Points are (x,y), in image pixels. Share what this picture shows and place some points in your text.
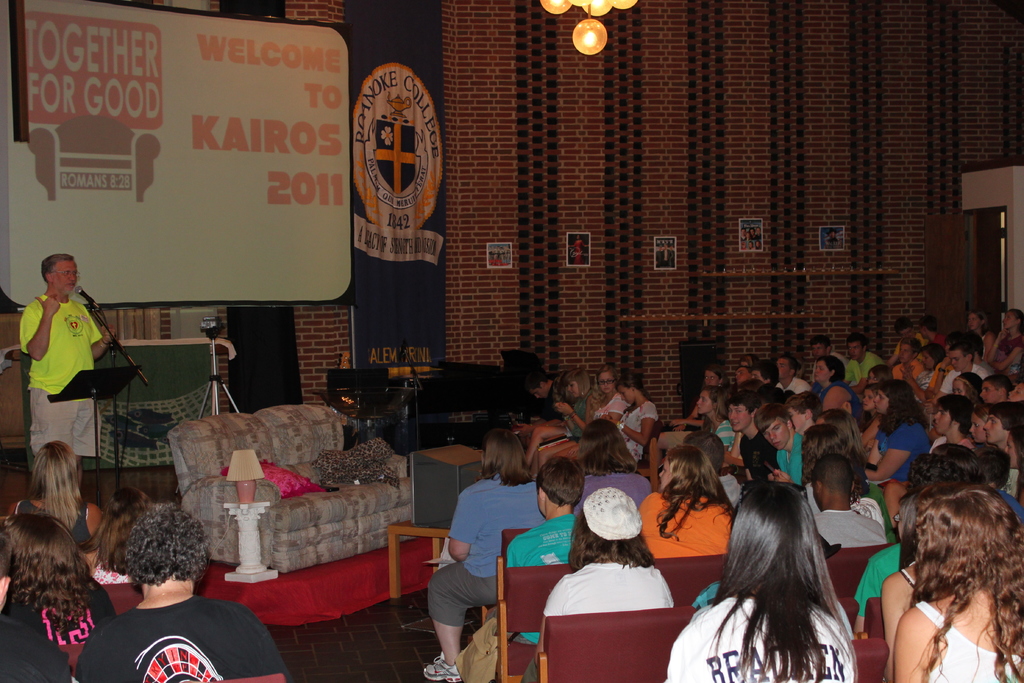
In this picture, we see many people (724,527) are sitting on the chairs (687,574). The man (70,314) on the left side (81,322) is standing. In front of him, we see a stand (96,383) and a microphone (93,302). He is talking on the microphone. Beside him, we see a camera stand (215,372) and a sofa (356,503) on which pillow (312,483) is placed. Beside that, we see a lamp (236,471). Behind him, we see a sheet (158,369) in green color, speaker box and a board (127,184) in white color with some text (253,137) written on it. Beside that, we see a blue banner (403,285) with some text (393,221) written on it and we even see some objects (380,381) in black color. In the background (664,262), we see a wall (629,231) on which photo frames (745,248) are placed.
